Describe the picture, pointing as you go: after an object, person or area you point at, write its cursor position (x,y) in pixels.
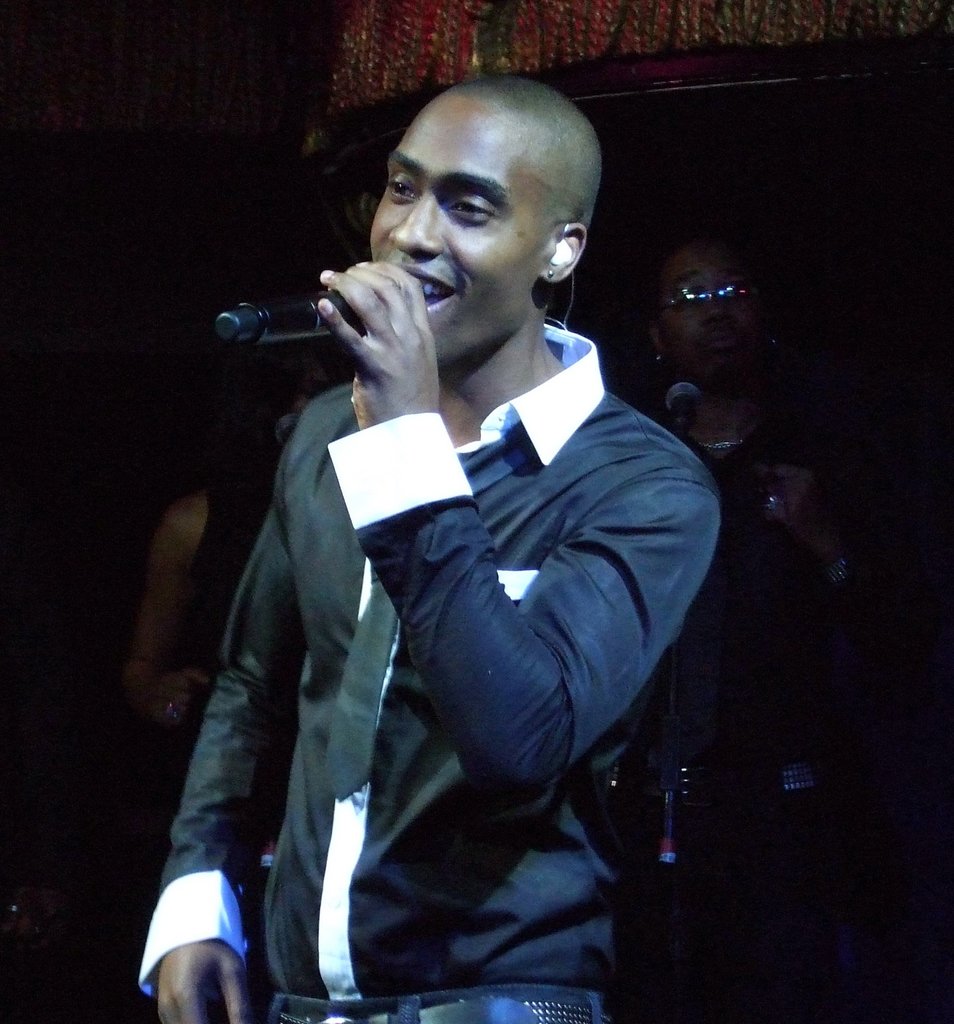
Here a man (452,563) is standing and singing behind him there are few people (761,389).
